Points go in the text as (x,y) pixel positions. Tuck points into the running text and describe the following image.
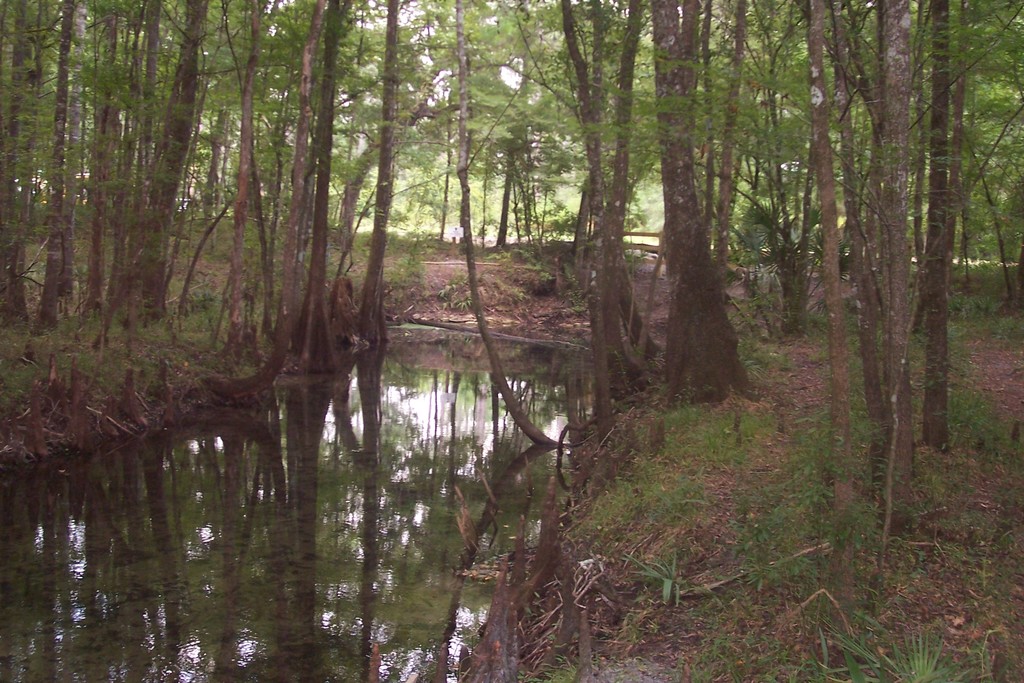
There is water (430,459). On the sides of the water (389,438) there are trees (529,109). On the ground (737,463) there are plants (67,354) and grass (630,497).
